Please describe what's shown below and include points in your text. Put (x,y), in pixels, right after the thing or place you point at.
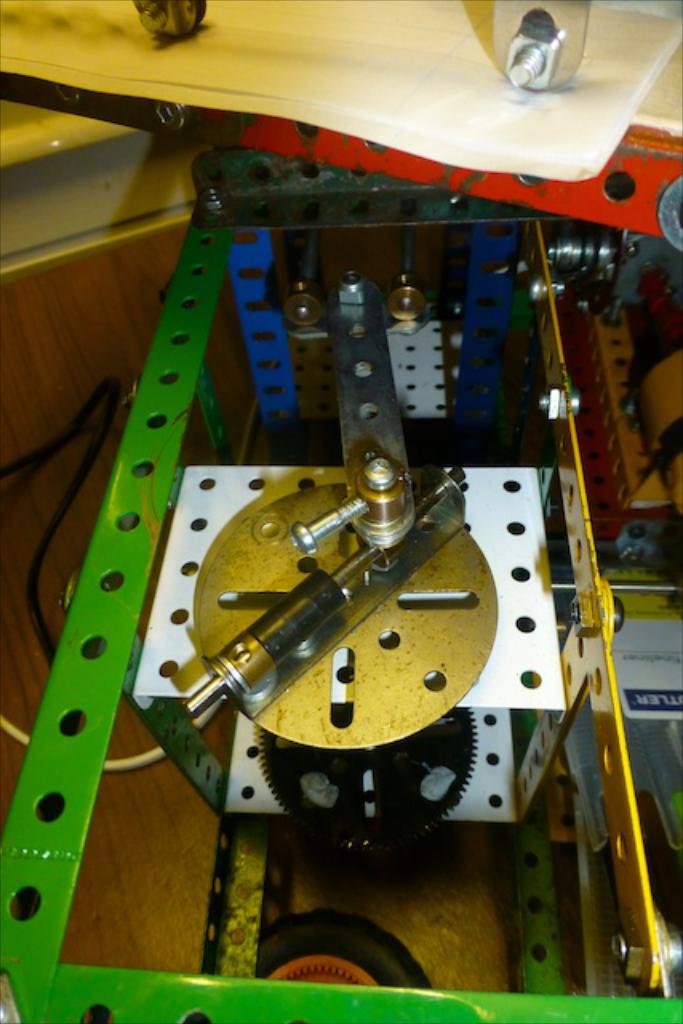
In this image we can see a machine (641,829). In the background (38,392) there is a ground (167,884).
